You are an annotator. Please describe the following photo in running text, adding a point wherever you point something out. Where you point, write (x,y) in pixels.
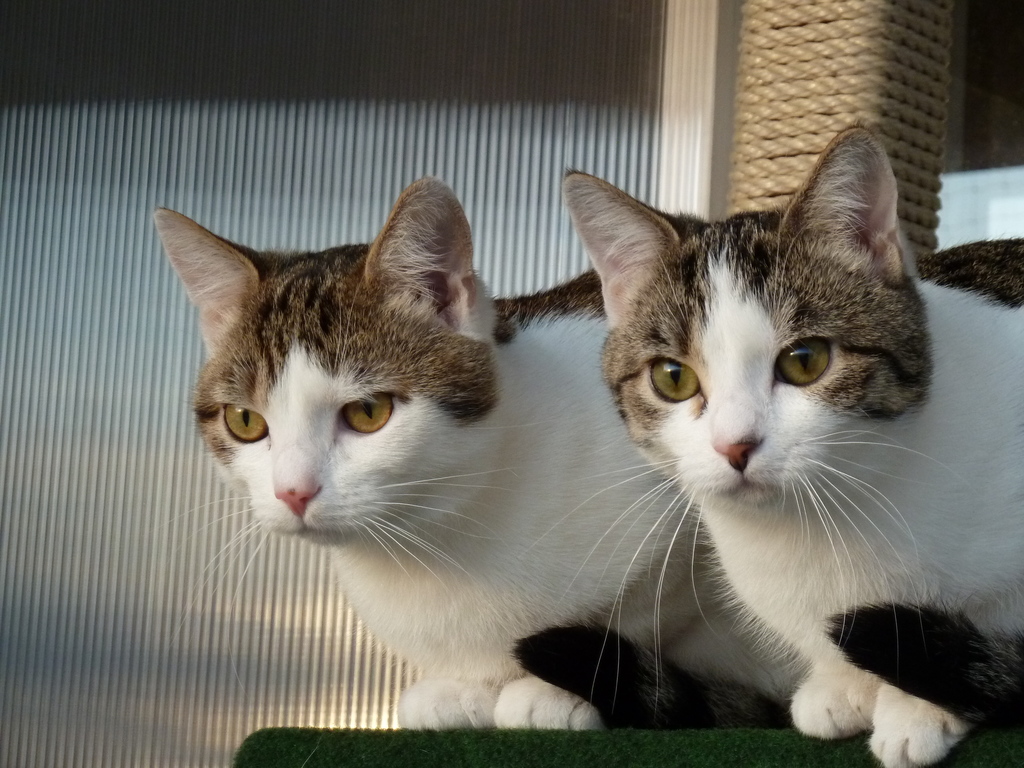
In this image there is green surface (327,731) at the bottom (638,731). There are two cats (737,358) sitting in the foreground (462,464). And there is a window blind (95,322) in the background (95,322).
